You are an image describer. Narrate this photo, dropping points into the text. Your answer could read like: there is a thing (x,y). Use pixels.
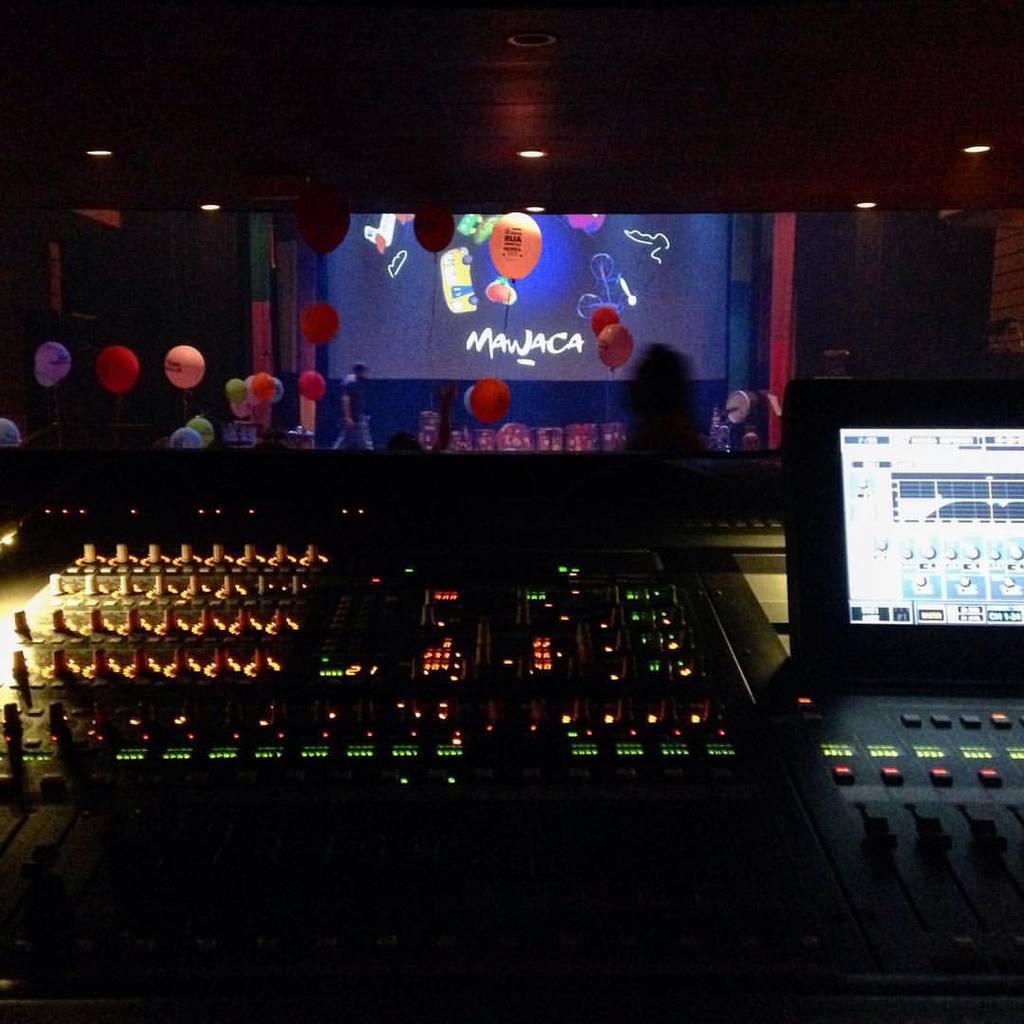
In this picture we can see devices (202,649), balloons (332,329), screen (466,354), lights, walls (804,230), some people (650,413) and some objects (761,410).
